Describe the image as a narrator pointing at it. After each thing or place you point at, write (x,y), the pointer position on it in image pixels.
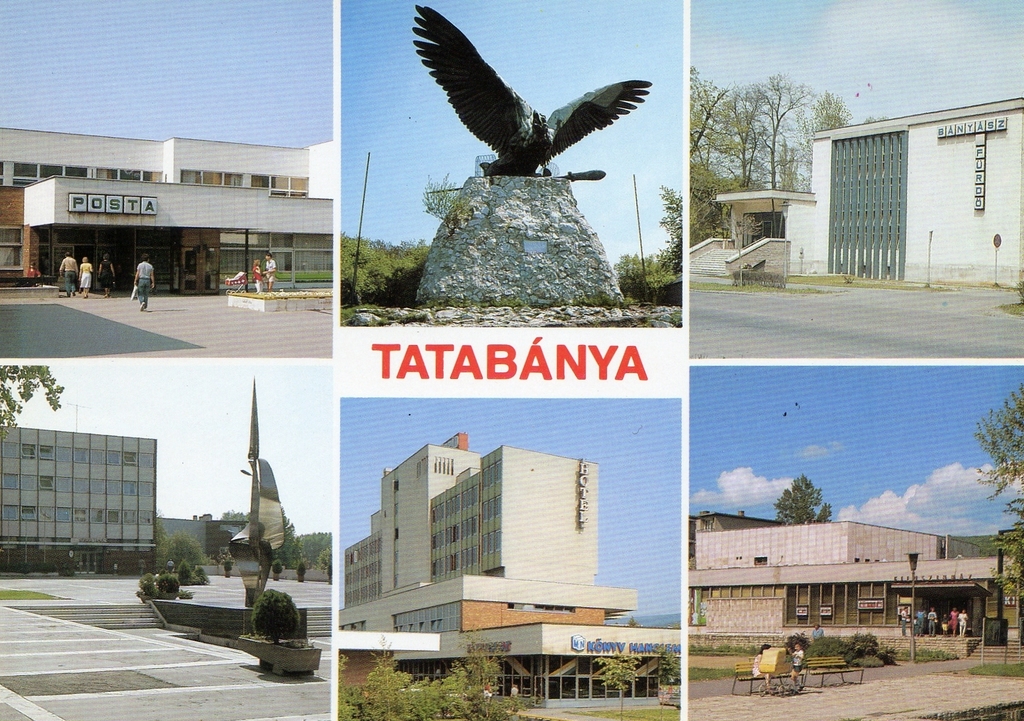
In the foreground of this image (656,280), there is a collage of photos where we can see buildings (550,547) in five images, sculptures (525,142) in two images, trees (431,687), benches (812,665), pavement (235,325), sky (891,408) and the cloud (883,509).
